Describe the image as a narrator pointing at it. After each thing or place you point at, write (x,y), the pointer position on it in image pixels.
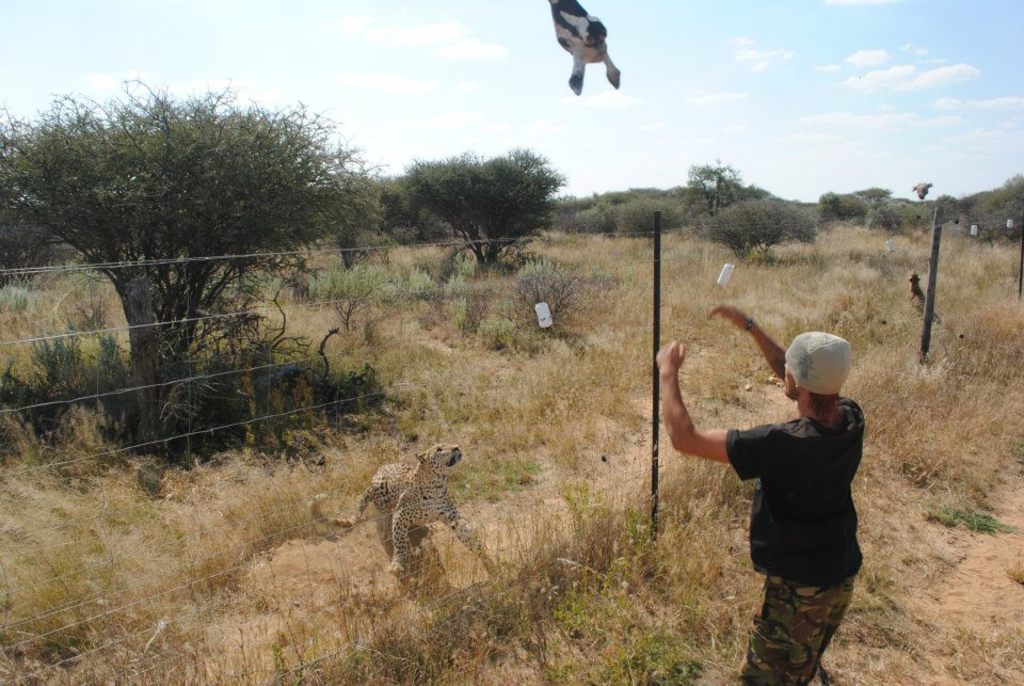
In the image there is a man (822,347) with grey cap (810,350), black t-shirt (800,486) and camouflage pant (782,611) standing outside fence (532,461) on grass land (911,566), in front (422,484) there is cheetah (429,497) looking at the food (565,15) in air (603,2), the land (447,303) is totally covered with dry grass (311,458) and plants (139,273) all over it and above its sky (734,57) with clouds (765,48).
